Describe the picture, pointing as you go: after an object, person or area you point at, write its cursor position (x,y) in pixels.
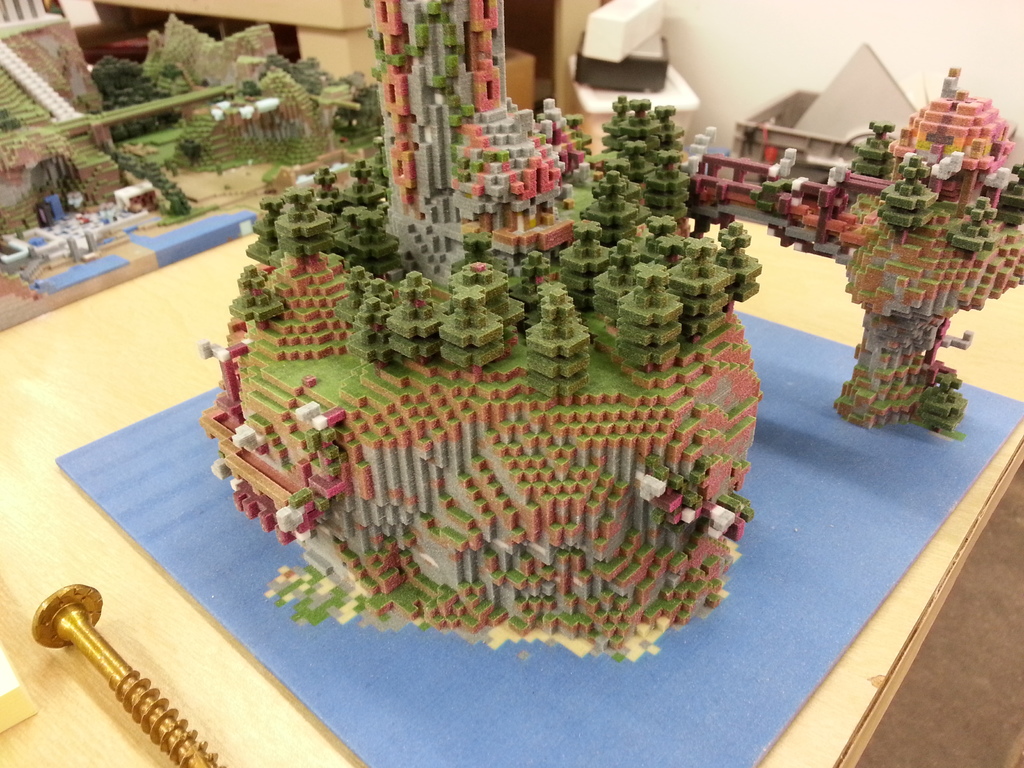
In this image I can see a colorful miniatures (525,402) on the table (86,415). On the left bottom of the image (88,645) I can see a nail (103,650).
